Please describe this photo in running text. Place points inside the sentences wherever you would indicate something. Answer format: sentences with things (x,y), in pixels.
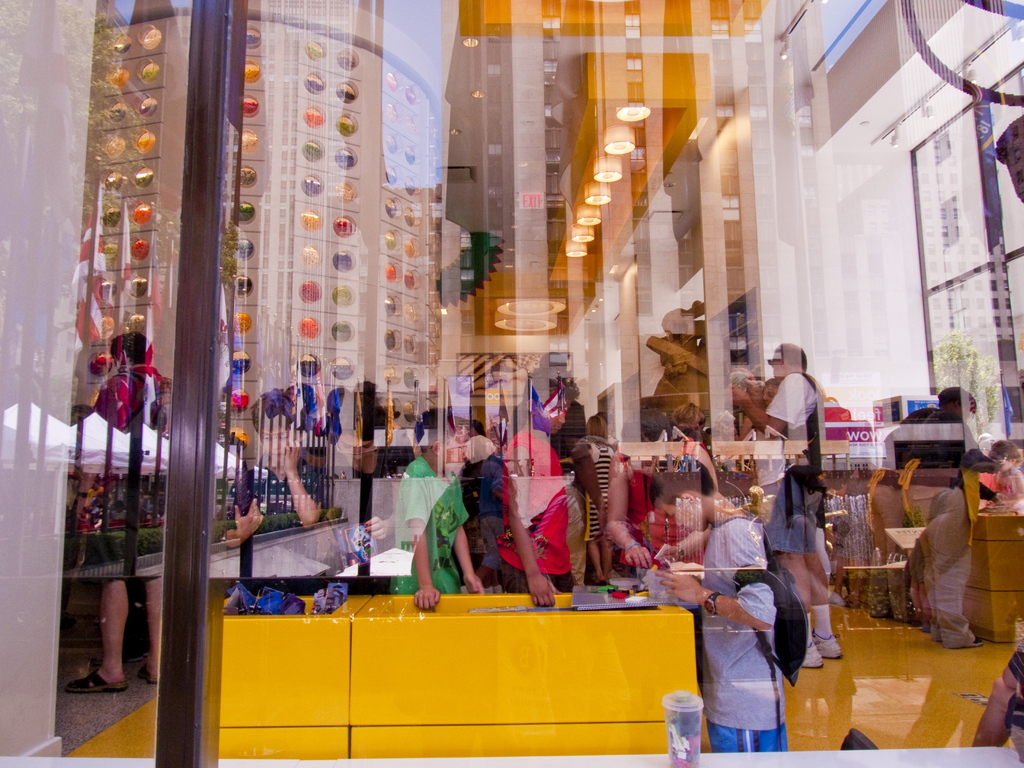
In this picture I can see there is a glass window (524,438) and I can see there is a reflection (679,291) of trees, buildings (283,187), flags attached to the flagpole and there are few kids (659,511) at the table (676,668), people (952,555) standing around the tables (980,569) a wall (112,229) with a design (109,264) and lights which are behind the glass (449,295).
